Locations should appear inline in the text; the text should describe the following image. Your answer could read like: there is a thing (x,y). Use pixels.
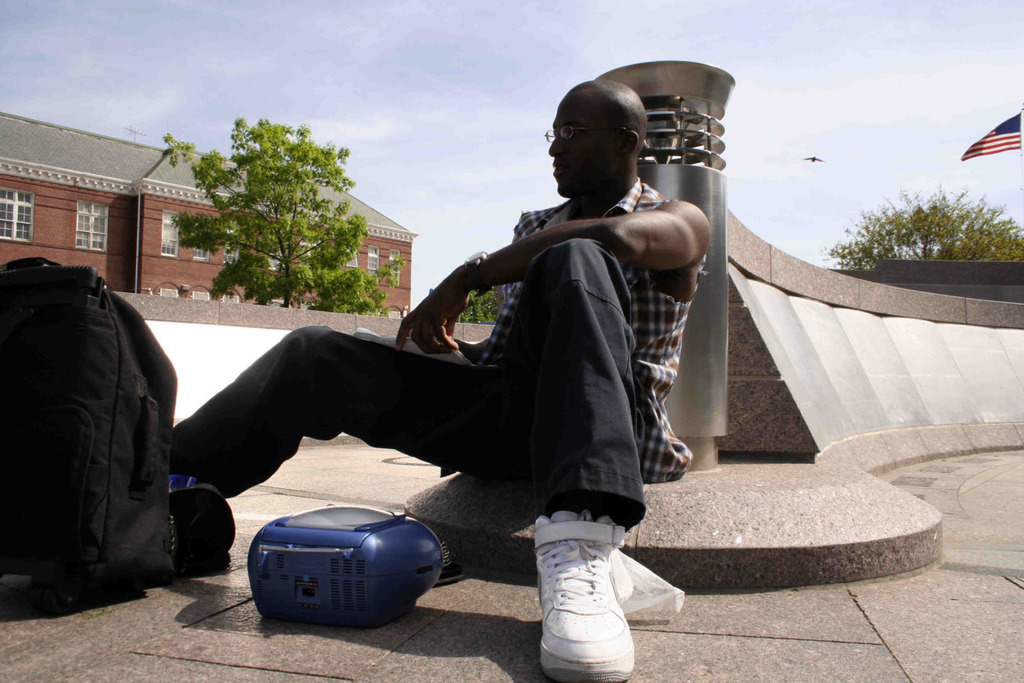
This is the picture of a place where we have a person (600,407) who is sitting on the floor (499,601) and to the side there is a bag (148,354) and behind there is a building (161,236), trees (970,238) and a flag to the side.
